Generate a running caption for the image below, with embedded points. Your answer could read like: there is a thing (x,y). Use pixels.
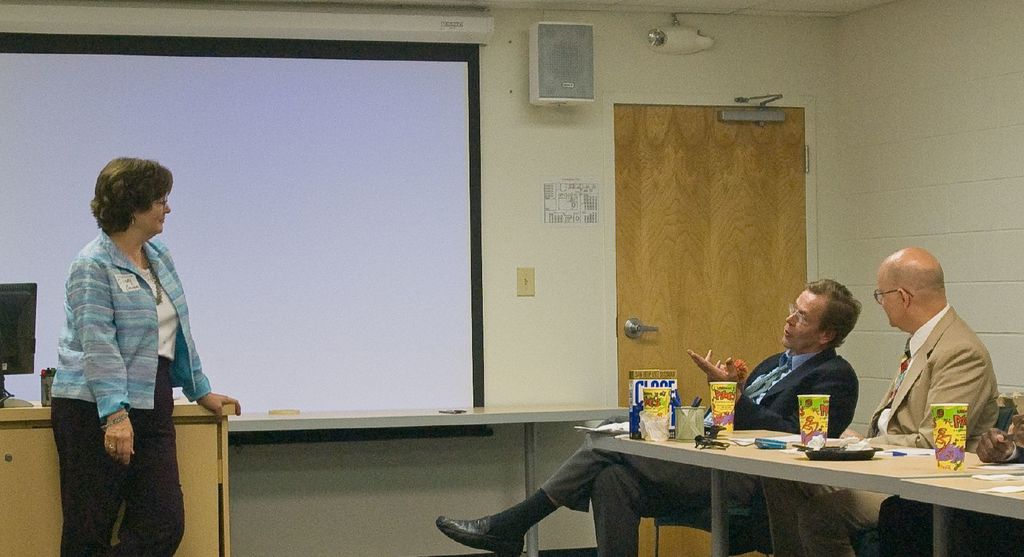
There are three people (159,270) in a room (524,291). On the right side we have a two persons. They are sitting on a chair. On the left side (132,179) we have a woman (79,273). She is standing. There is a table (905,463). There is a cup (945,458), pen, paper (902,450) on a table (871,462). We can in background (739,217) projector (401,261) and door (737,169).
